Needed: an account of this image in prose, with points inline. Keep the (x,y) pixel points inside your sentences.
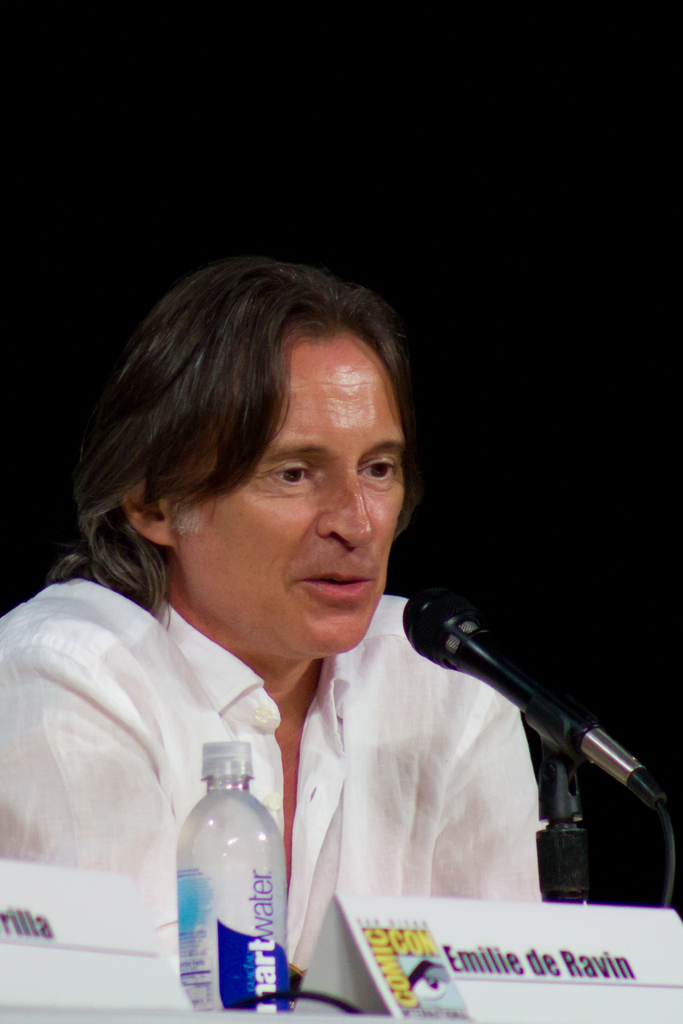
In this picture we can see person (242,610) wore white color shirt (74,656) and talking in front of mic (419,597) and here we can see name boards (94,959), bottle (193,837) and in background (339,169) it is dark.
